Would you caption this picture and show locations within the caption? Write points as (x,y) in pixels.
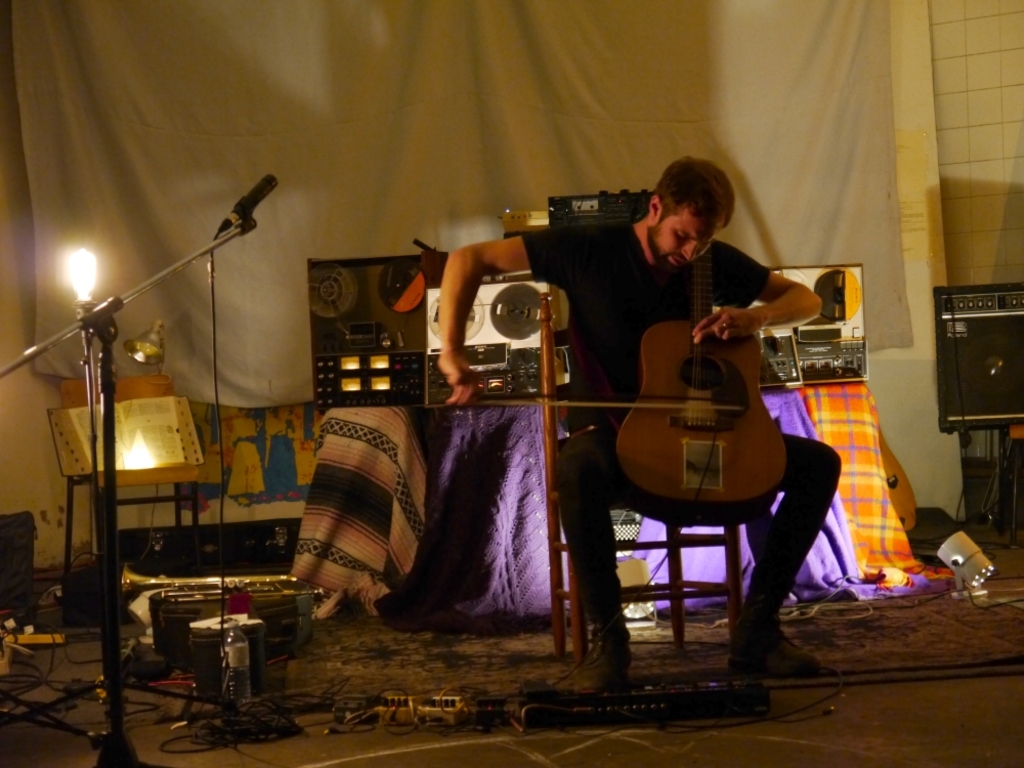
Here a man (624,323) is playing a guitar (719,411). He sat on the chair (558,489). On the left side (74,289), we can see stand (115,561) and microphone (260,186), light (89,292). At the background (966,360), we can see some speakers (942,357), machine (518,337) and cloth (501,513), some wooden (195,484), book (154,449). the background (195,165), white color curtain (430,130) is there.
